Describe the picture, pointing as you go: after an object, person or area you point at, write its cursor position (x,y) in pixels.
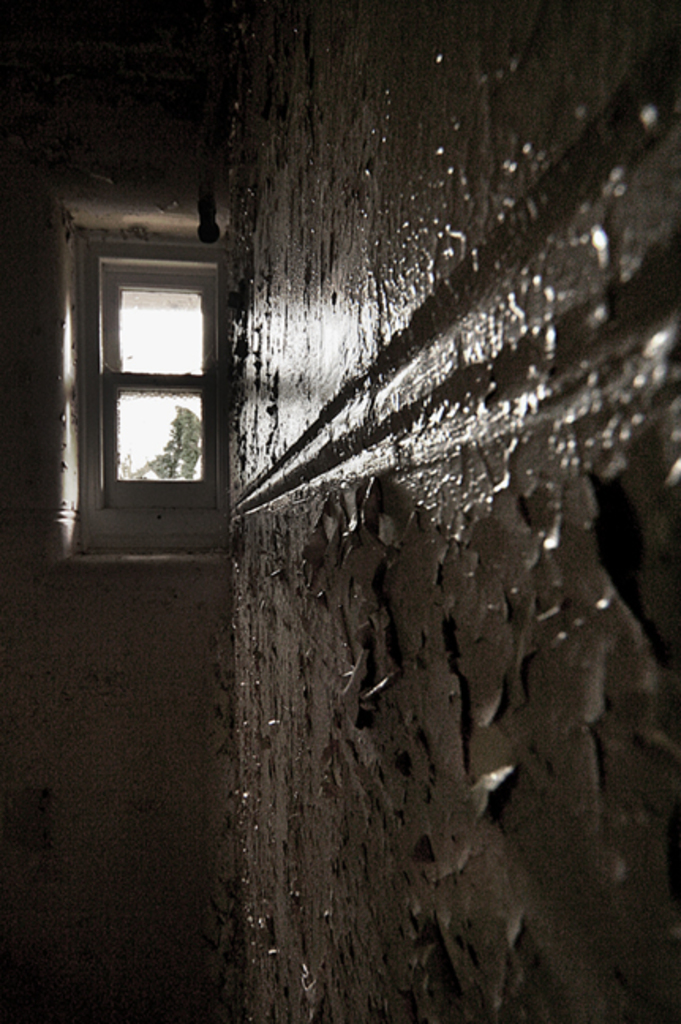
In this picture I can see the inside view of the room (308,697). On the right (537,473) there is a wall (551,405). On the left (148,379) there is a window (127,454). Through the window (194,336) I can see the trees (186,417) and sky (183,345).
